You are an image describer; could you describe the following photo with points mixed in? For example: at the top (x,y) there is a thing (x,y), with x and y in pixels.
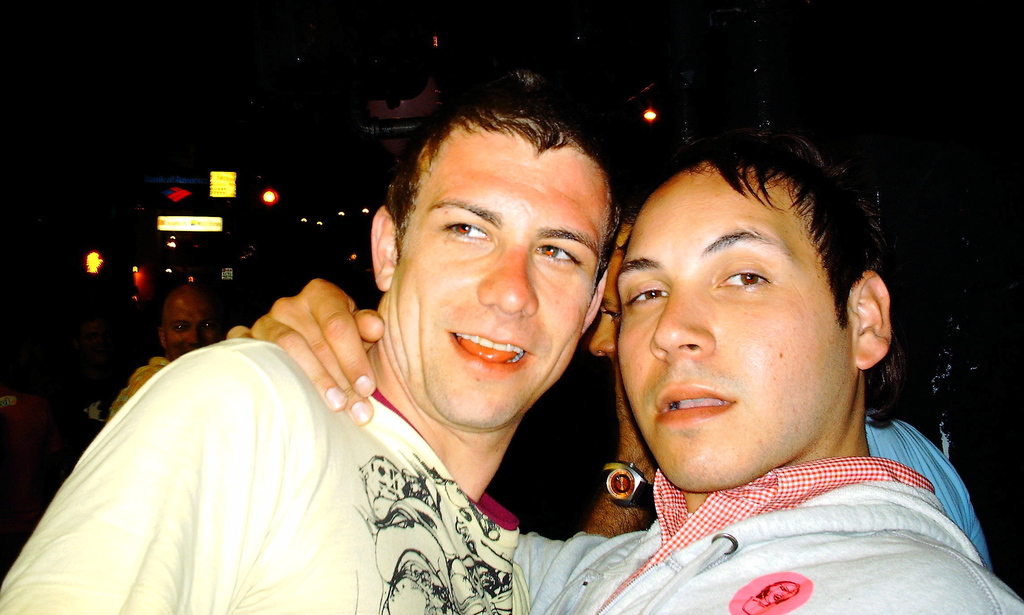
In this picture we can see two men (389,355). There are a few people (117,392) and some lights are visible in the background (177,311). We can see a dark background (854,88).
